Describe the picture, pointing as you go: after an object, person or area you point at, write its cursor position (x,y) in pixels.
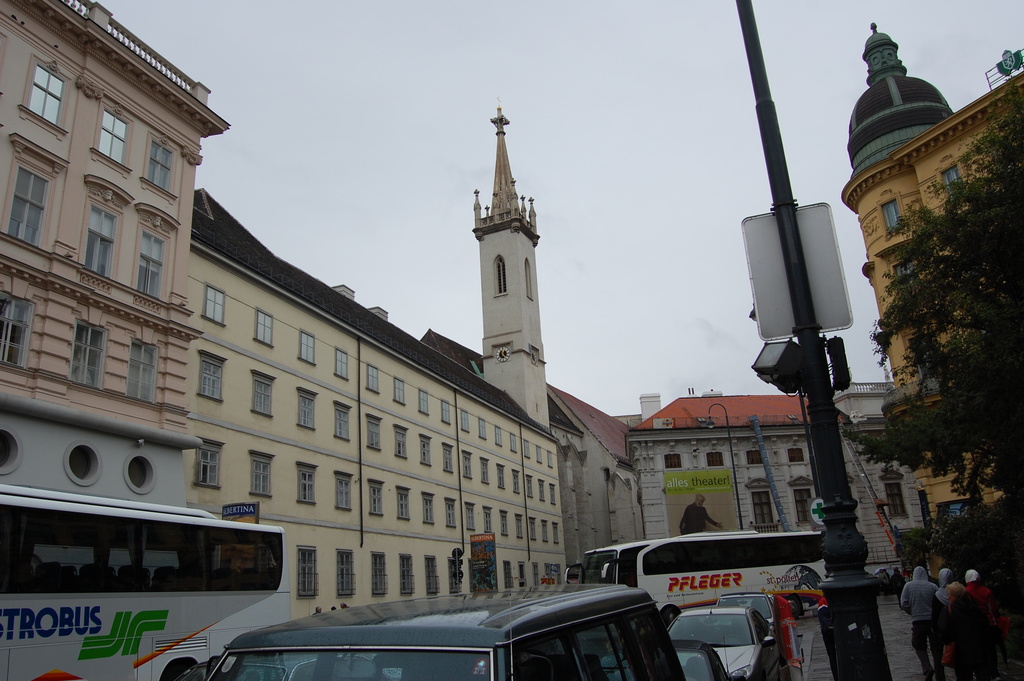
In this picture we can see few vehicles (738,614) on the road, and few people (943,590) are walking on the pathway (893,638), beside to them we can see poles (852,519), sign boards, trees (872,436) and buildings (246,321), and also we can see hoardings (702,474).
